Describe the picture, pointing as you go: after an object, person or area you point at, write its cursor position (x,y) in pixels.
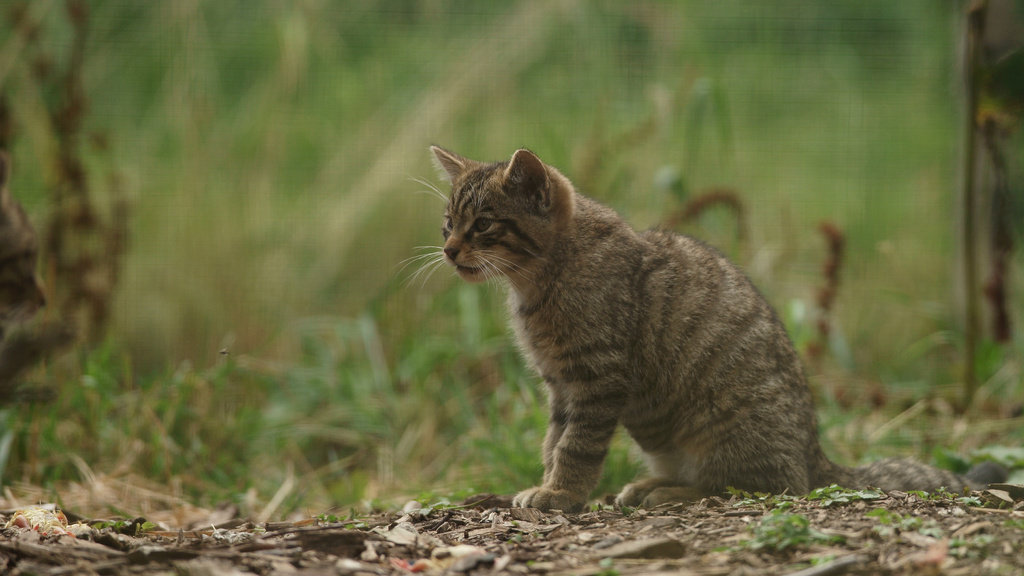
In this image we can see there is a cat (702,463) sitting on the ground (708,572).
